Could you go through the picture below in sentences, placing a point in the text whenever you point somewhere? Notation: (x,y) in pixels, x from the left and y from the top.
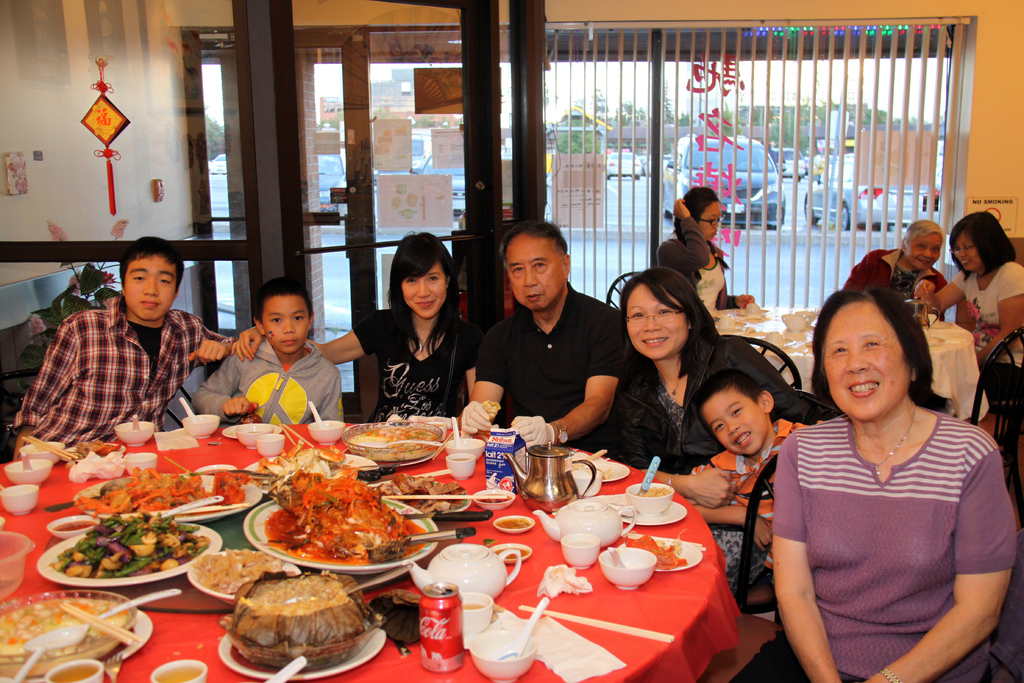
In this picture there are people (603,406) sitting on chairs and we can see plates (350,539), bowls (406,453), food (395,431), spoons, sticks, tin (455,603), kettles (456,577), jug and objects (582,590) on tables (168,613). We can see glass (632,89), posters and wall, through glass (408,105) we can see vehicles (712,156) on the road (636,208), trees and sky (763,104).
